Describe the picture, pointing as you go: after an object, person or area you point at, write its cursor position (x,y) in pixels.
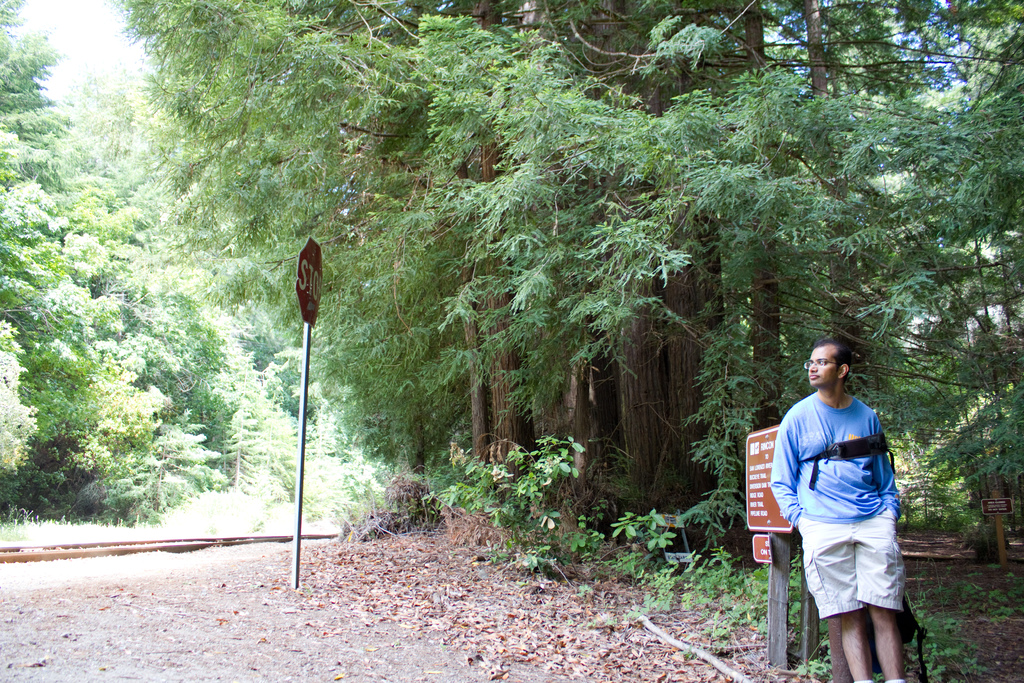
On the right side of the image (838,435) there is a person (849,649) standing. Behind him there are boards (749,487). At the bottom of the image (333,566) there are dried leaves (528,590) on the surface (442,618). There is a track (263,538). In the background of the image (483,328) there are plants (715,576), trees (552,157).
